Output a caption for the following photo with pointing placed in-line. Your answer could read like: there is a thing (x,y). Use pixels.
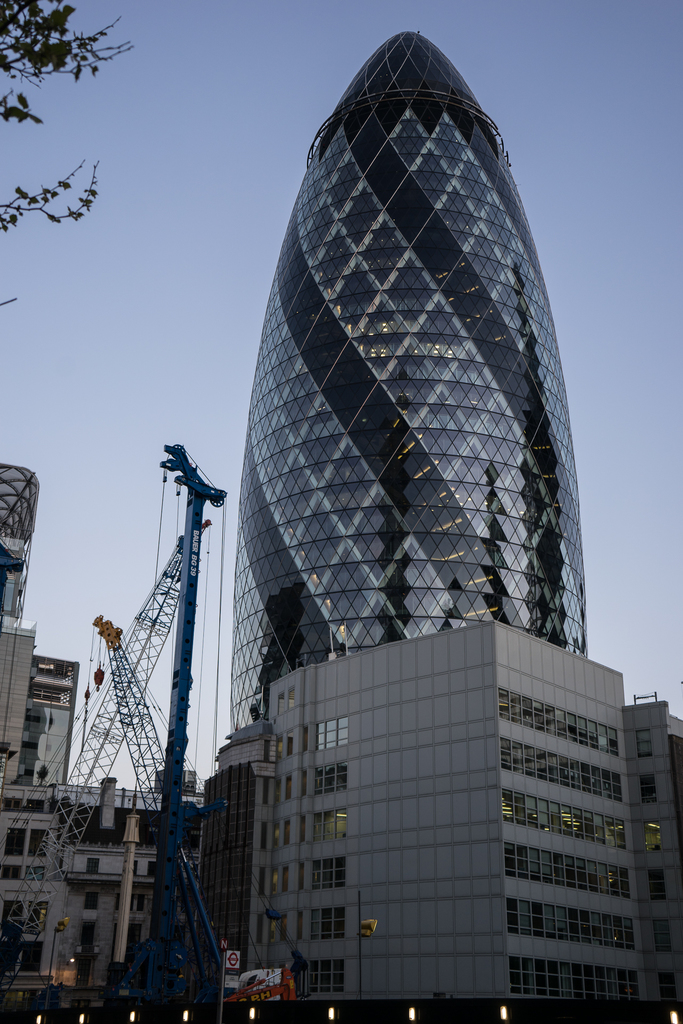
In this picture we can see buildings (407,832), cranes (90,803), lights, some objects (232,977), branches (36,68) with leaves (33,14) and in the background (31,174) we can see the sky (579,149).
